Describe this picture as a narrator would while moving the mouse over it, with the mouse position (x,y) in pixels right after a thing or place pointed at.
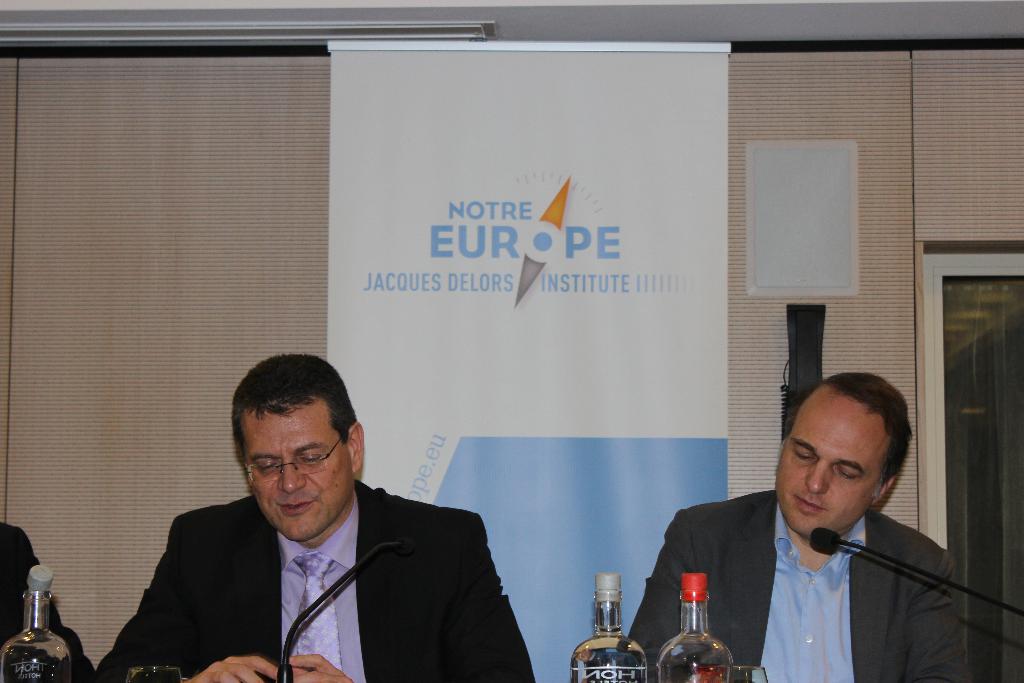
In this image, There are some people (791,523) sitting on the chairs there are some microphones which are in black color, There are some bottles (705,642), in the background (184,259) there is a yellow color curtain (168,246), In the middle (374,231) there is a white color poster (539,237).
